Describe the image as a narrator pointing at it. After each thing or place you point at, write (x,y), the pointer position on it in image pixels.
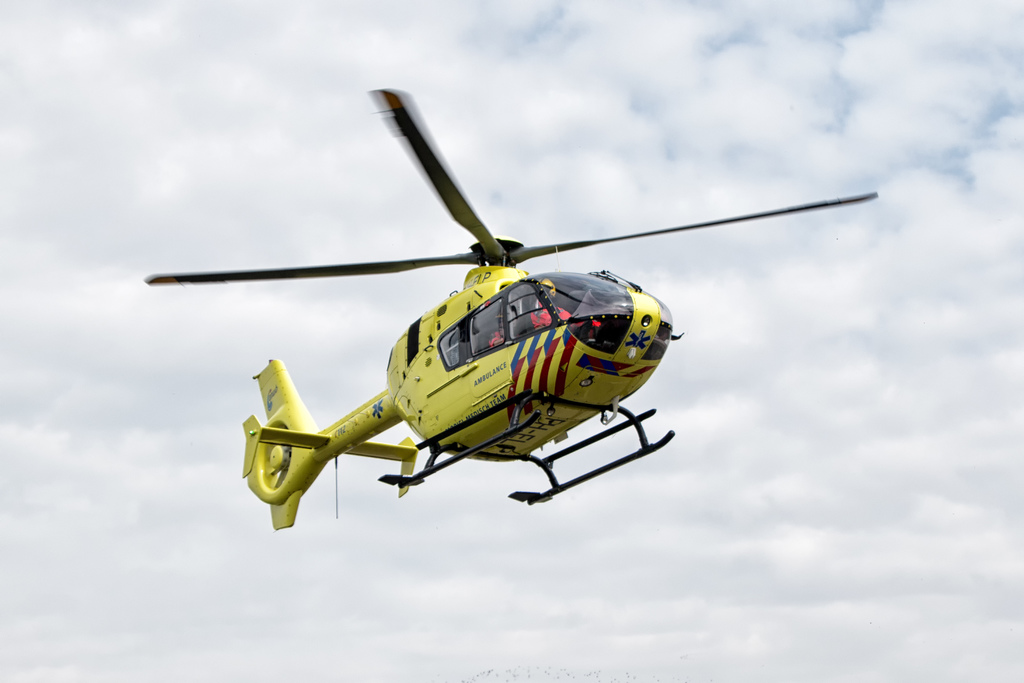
In this image I can see a yellow color flight (655,365) and in the background (671,116) I can see the sky (100,200).
